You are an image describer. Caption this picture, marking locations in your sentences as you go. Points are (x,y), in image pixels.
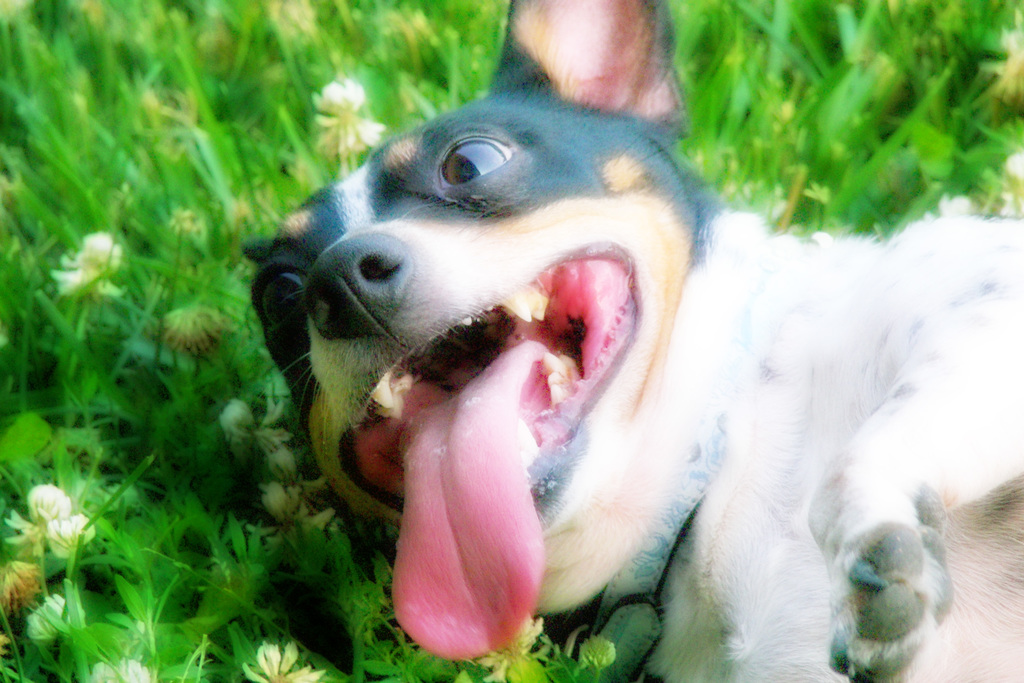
In this image I can see a dog (570,217) which is in black and white color and it is laying on the ground (208,639). On the left side (135,407) I can see the green color grass (115,409) and some white color flowers (87,276).
